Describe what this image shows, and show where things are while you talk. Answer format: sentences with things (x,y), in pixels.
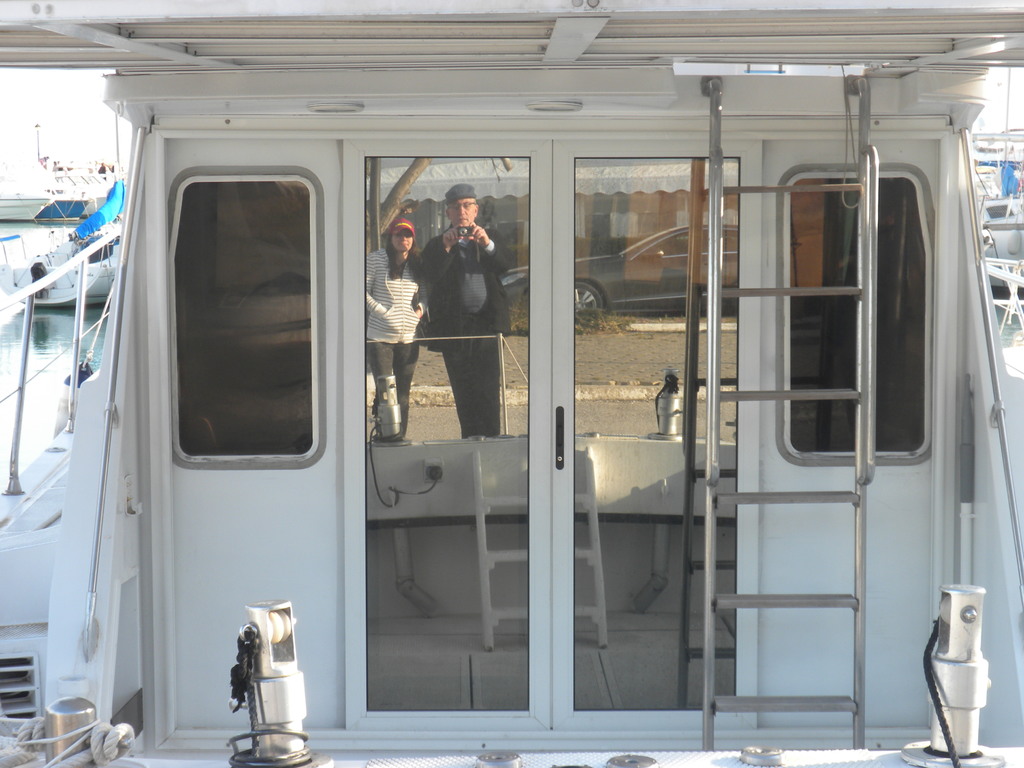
In the foreground of the picture (627,374) I can see a glass door (617,418) and glass windows (884,339). I can see a stainless steel ladder (712,452) on the right side (713,503). There is a man (430,298) wearing a black color jacket (494,259) and he is holding a camera (465,232) in his hands (486,246), and beside him there is a woman (398,366). I can see the stainless steel rope stand (285,639) on the left side (250,644) and the right side (973,687) as well. In the background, I can see a black color car (605,262). It is looking like a ship (49,204) in the water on the left side (105,217).
